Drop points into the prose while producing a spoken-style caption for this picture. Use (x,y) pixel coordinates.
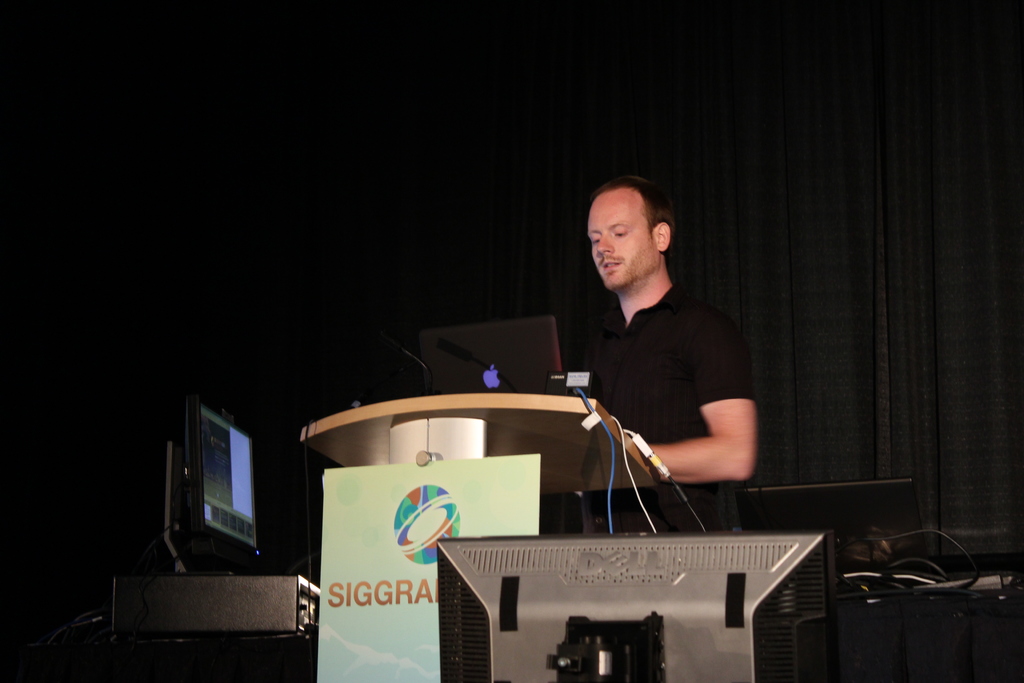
In this picture there is a person (711,350) standing behind the podium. There is a laptop (502,340) and there are microphones (452,346) on the podium (436,421) and there is a board (488,470) on the podium (491,445) and there is a text (368,585) on the board (335,665). On the left side of the image (230,527) there is a computer (249,472) and there is a device (168,628) on the table (148,665). In the foreground (794,548) there is a laptop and there is a computer (703,561) and there are wires (893,555) on the table (965,653). At the back (507,140) there is a black curtain (685,132).
